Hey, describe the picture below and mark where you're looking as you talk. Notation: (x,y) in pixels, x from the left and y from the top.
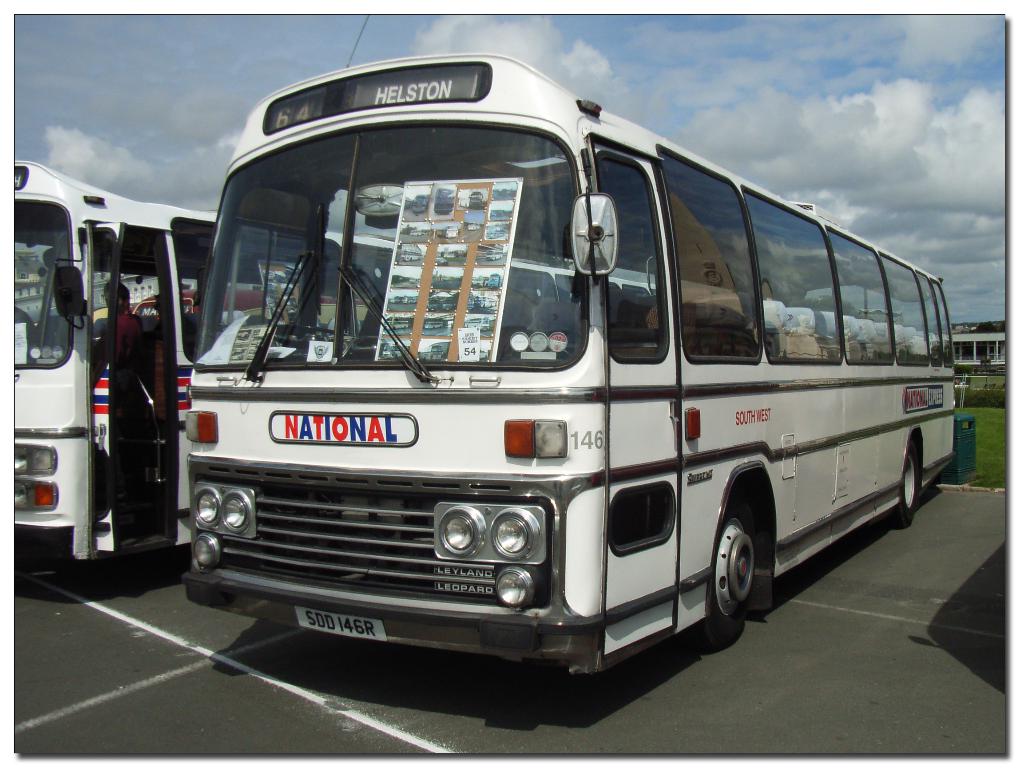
In this image two buses (499,530) are on the road (813,706). Left side (137,436) a person (137,361) is inside the bus (44,387). Right side (978,405) there are few plants (990,402) on the grassland (987,436) having dustbin (967,438). Background there are few buildings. Top of image (887,82) there is sky (945,120) with some clouds (920,145).
